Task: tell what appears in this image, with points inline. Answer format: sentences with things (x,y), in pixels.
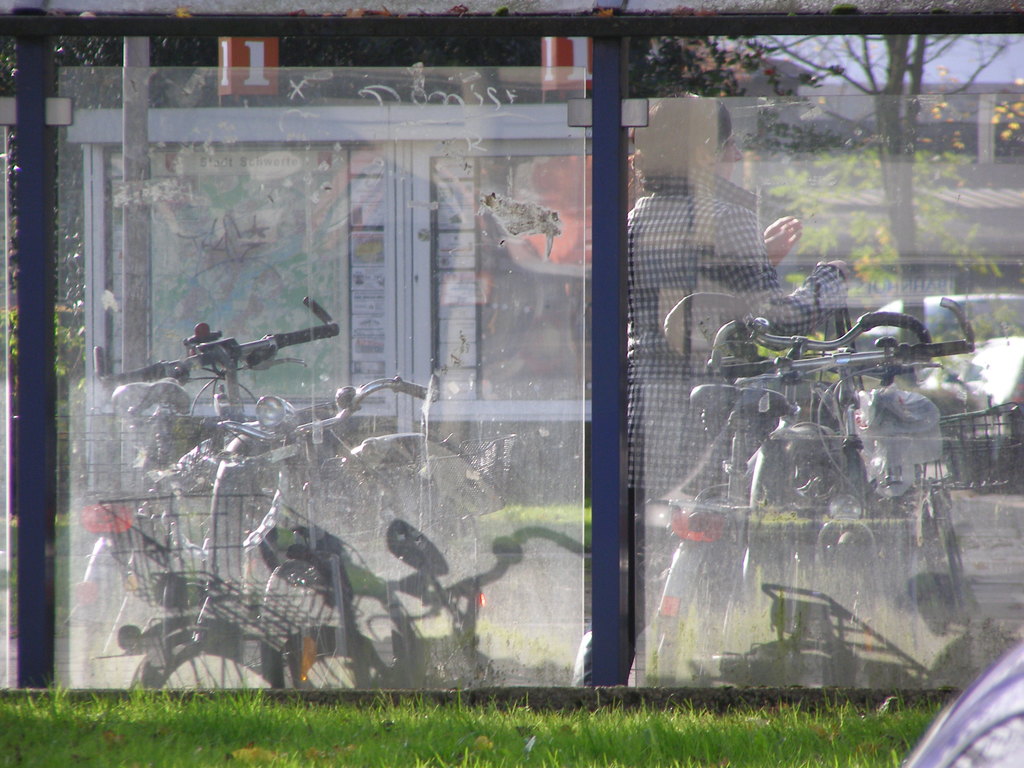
In the center of the image (376,454) there is a glass panel (784,684) through which there is a view of bicycles (842,338) and a person (641,559). At the bottom of the image (447,724) there is grass (274,747).
